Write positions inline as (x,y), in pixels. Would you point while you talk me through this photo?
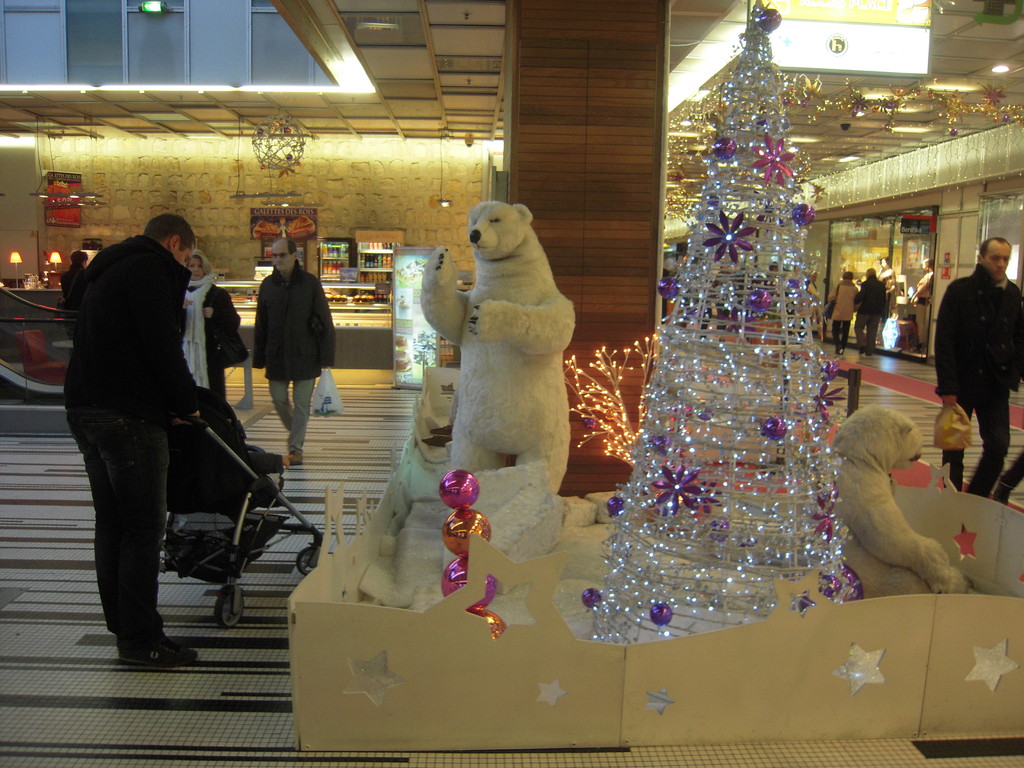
On the left side of the image (146,396) we can see a man (152,565) is standing and holding a stroller (218,502). Behind the man (90,329), we can see people (229,298), escalator (57,348), lamps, refrigerators (333,257) and so many objects (302,239). At the top of the image (169,105), we can see the roof (364,49) and the lights (358,72). In the middle of the image (670,358), we can see statues (881,525) of bears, lights (765,57) and some decoration objects (568,529). On the right side of the image (1009,280), we can see people (943,355) and a shop (909,247).
